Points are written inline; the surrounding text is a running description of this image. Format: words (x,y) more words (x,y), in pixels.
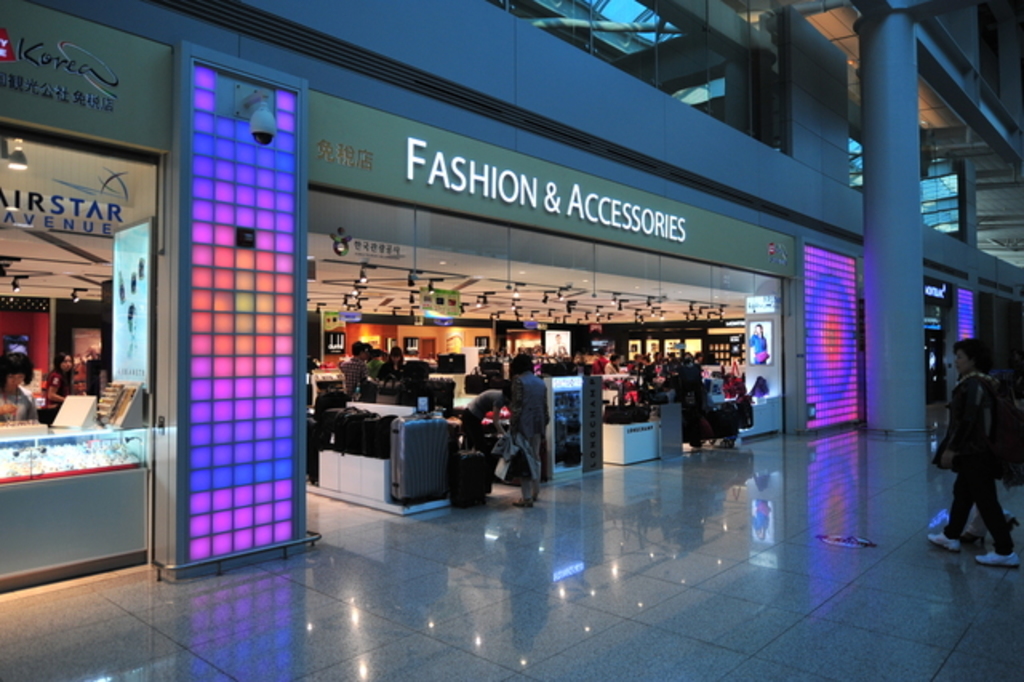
In the picture we can see a shopping mall (788,328) with a shop (827,373) on it, we can see a name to its fashion and accessories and near the shop (792,389) we can see some people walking and beside the shop (775,390) we can see a pillar (917,417).
